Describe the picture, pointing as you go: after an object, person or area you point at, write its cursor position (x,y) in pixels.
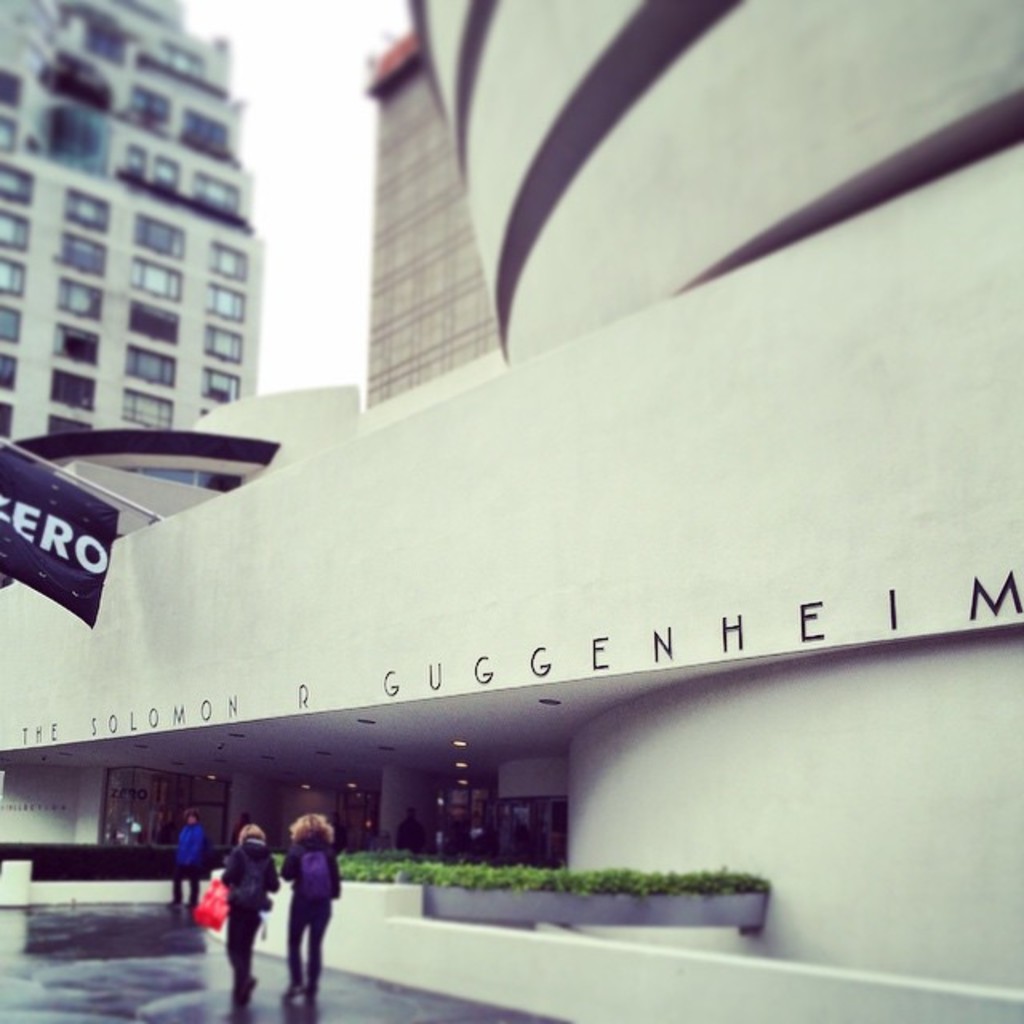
As we can see in the image there are buildings (578,515), banner (78,521), windows (140,229), plants (568,867), few people (241,889) walking and at the top (265,197) there is sky (266,209).
